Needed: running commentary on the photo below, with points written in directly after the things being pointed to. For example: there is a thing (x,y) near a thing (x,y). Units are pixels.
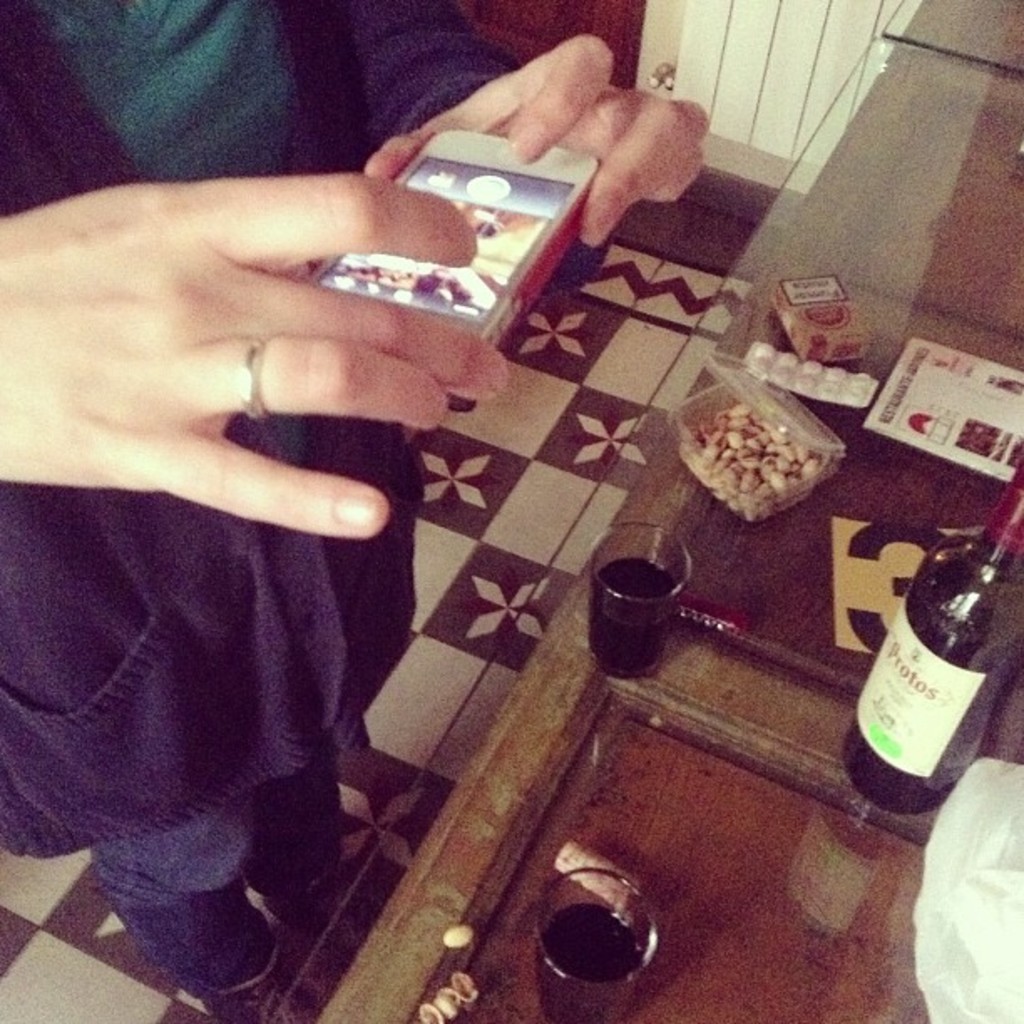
In this picture we can see a person (307,739) who is taking a snap with the camera (502,216). This is table (810,794). On the table (832,868) there are glasses (627,542), bottle (855,753), and box (780,412). And this is floor (619,347).
